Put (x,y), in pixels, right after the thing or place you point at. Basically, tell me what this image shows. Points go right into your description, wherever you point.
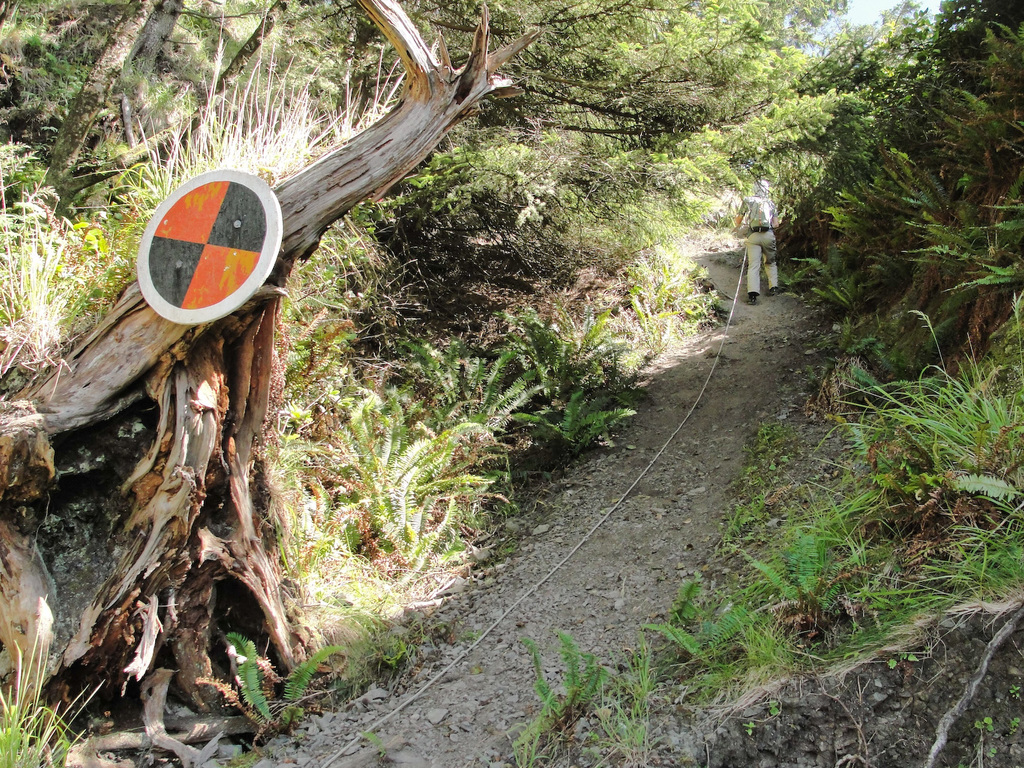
In this image in the middle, there is a man (768,243), he wears a shirt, trouser (757,251), he is walking. In the middle (429,309) there are trees (642,198), sign board (226,302), land (616,532) and sky (898,4).
